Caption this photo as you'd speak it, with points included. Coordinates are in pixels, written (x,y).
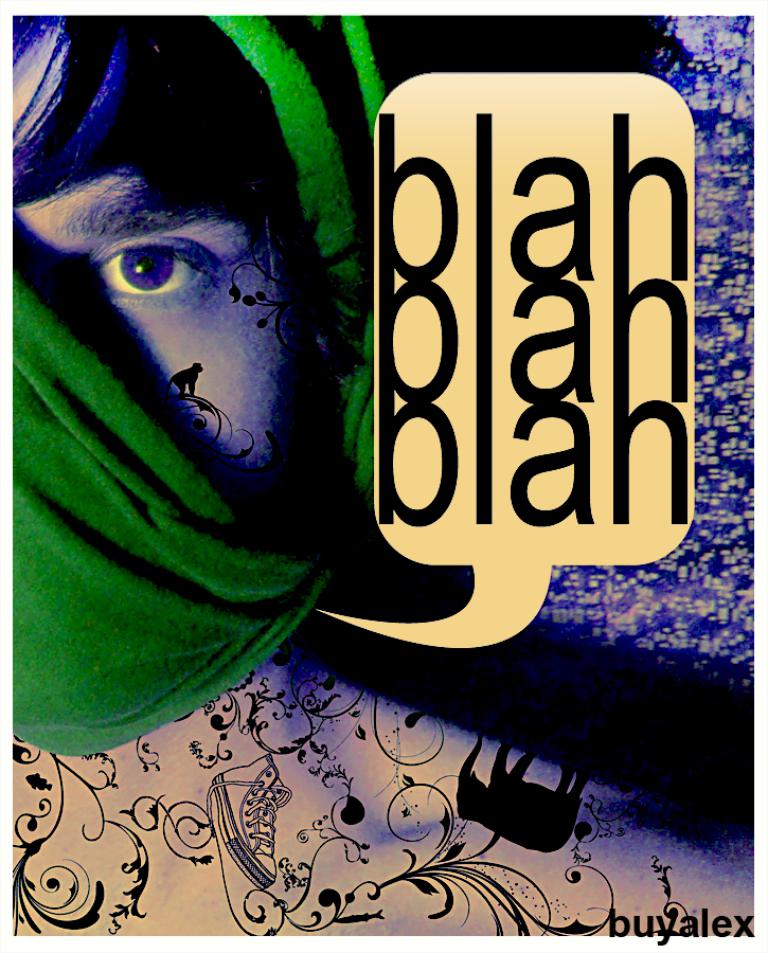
This is an animated picture and we see a man (312,446) some text (496,435) and a cartoon elephant (529,808).
